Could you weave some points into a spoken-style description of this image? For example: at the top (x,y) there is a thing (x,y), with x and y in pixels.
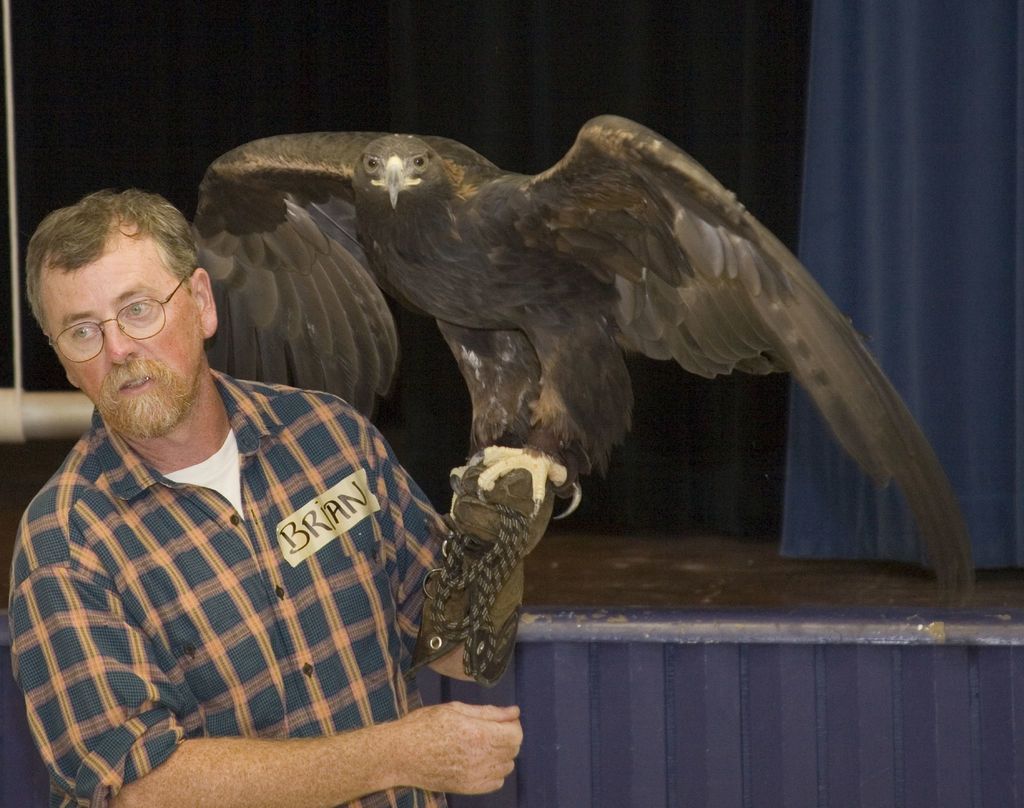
In this picture we can see a man (268,638) standing in the front (254,620), there is an eagle (504,362) here, this man (318,452) wore spectacles (92,320), in the background (894,95) there is curtain (886,111).
